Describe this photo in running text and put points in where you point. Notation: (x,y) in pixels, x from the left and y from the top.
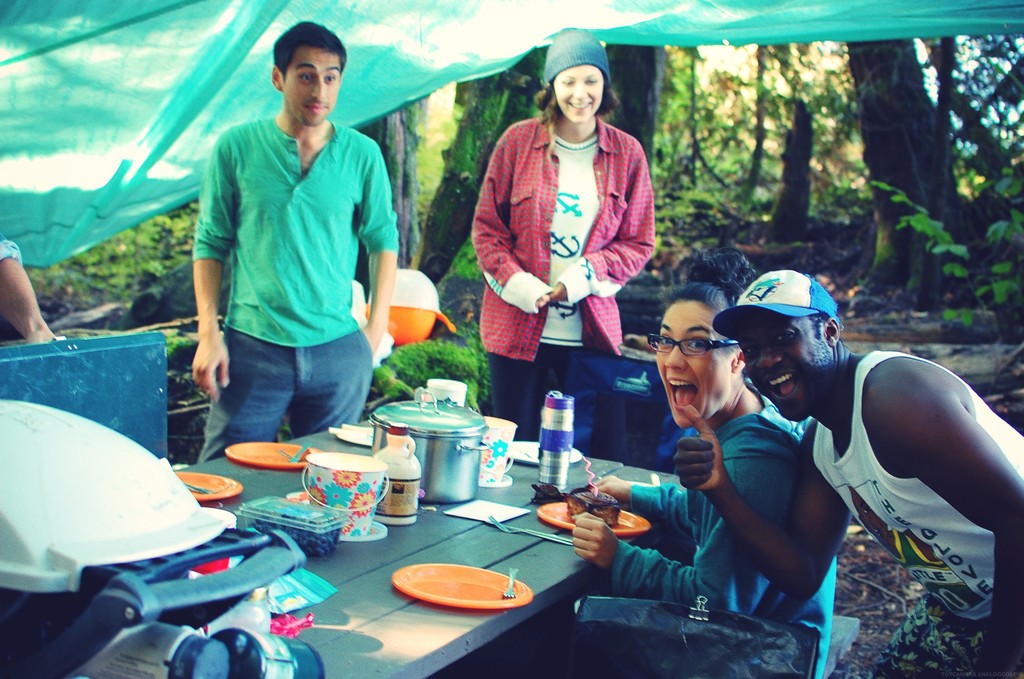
In this image there are 3 persons (951,630) standing, another person (747,587) sitting and in table (426,520) there are bucket (343,535), plate (468,574), fork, bottle (393,499), bowl (460,494), tissue (456,511) and in back ground (240,101) there are trees (657,177), tent (162,135).
